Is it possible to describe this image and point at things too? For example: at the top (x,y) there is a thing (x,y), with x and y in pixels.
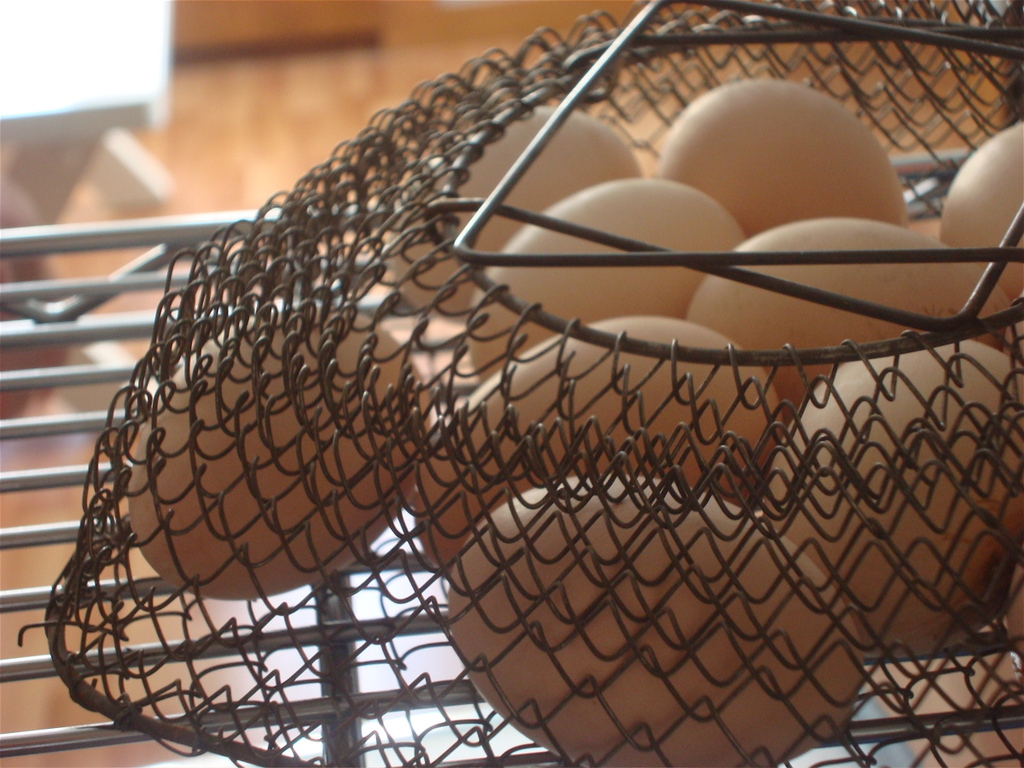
In this picture we can see eggs (836,155) in a wire storage basket (392,213) and in the background (230,112) it is blurry.
